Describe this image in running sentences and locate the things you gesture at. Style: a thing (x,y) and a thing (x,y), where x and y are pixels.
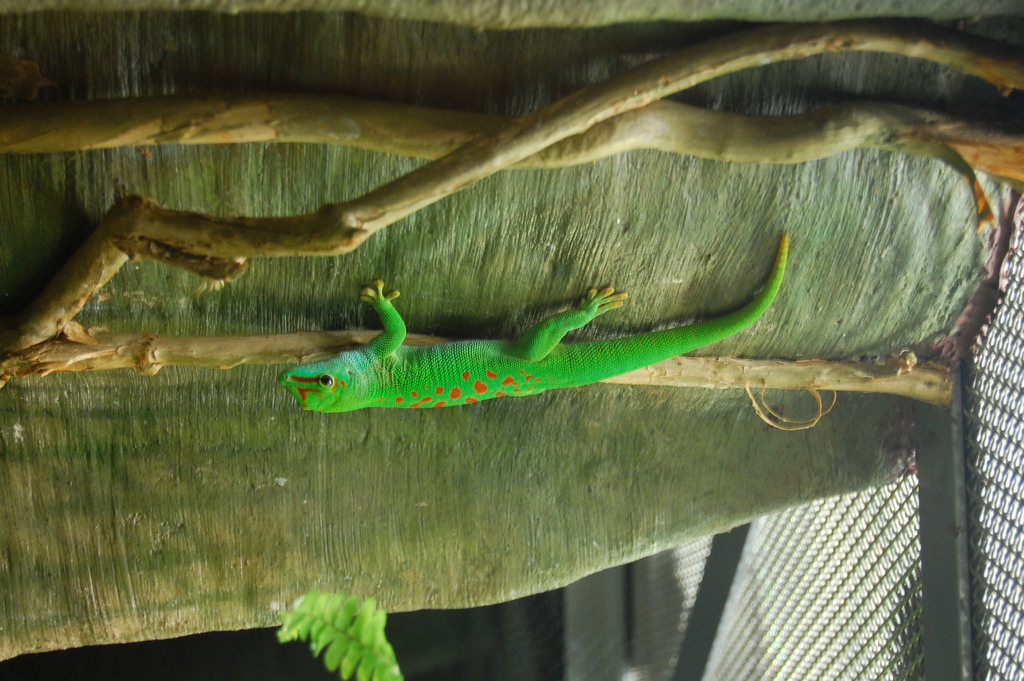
In this image I can see a green and red colored reptile (425,368) to the green and brown colored surface (461,320). I can see the metal fence (835,620) to the right side of the image (871,592) and few green colored leaves (315,626).
